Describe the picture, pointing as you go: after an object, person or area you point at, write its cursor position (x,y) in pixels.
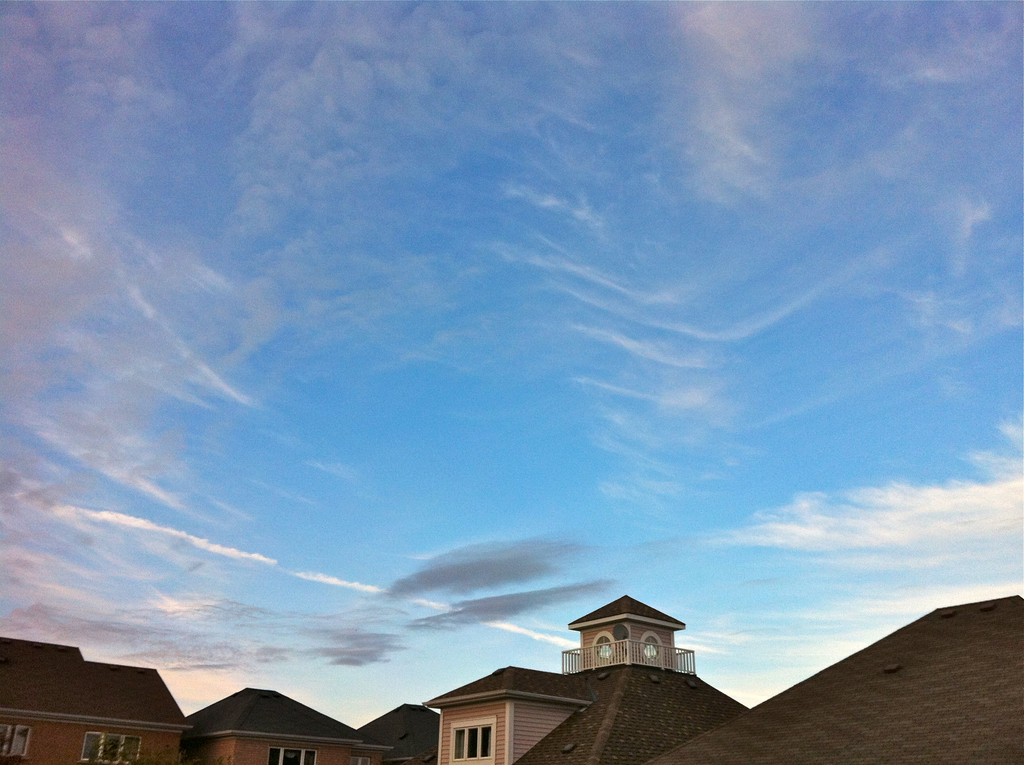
In this image I can see buildings (775,761) in the bottom (147,736) and there is sky (221,246) at the top (222,163).
